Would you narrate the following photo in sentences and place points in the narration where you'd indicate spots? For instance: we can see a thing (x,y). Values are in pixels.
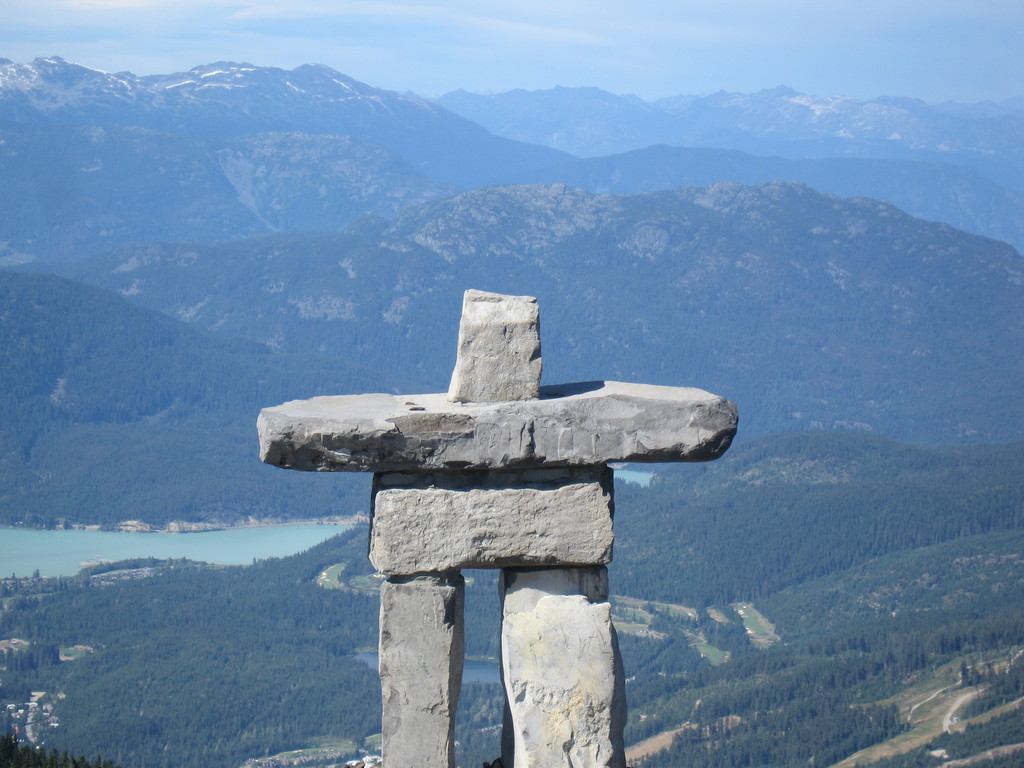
In the foreground of this image (545,671), there is a stone structure (590,486). In the background (347,700), there are trees (258,689), water (180,539), mountains (412,175) and the sky (514,75).
